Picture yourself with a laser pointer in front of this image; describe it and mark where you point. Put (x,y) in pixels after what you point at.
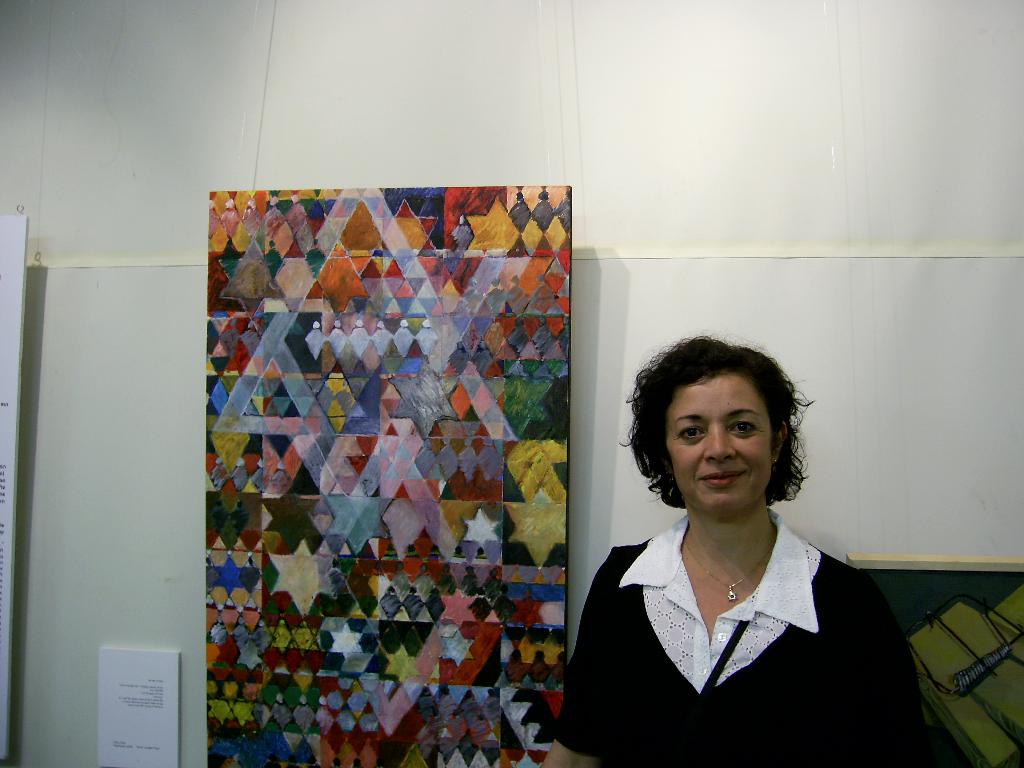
In this picture there is a woman (734,606) wearing black and white color top (739,661) smiling and giving a pose into the camera. Beside there is a abstract art poster (366,430). Behind there is a white banner wall (95,294).
